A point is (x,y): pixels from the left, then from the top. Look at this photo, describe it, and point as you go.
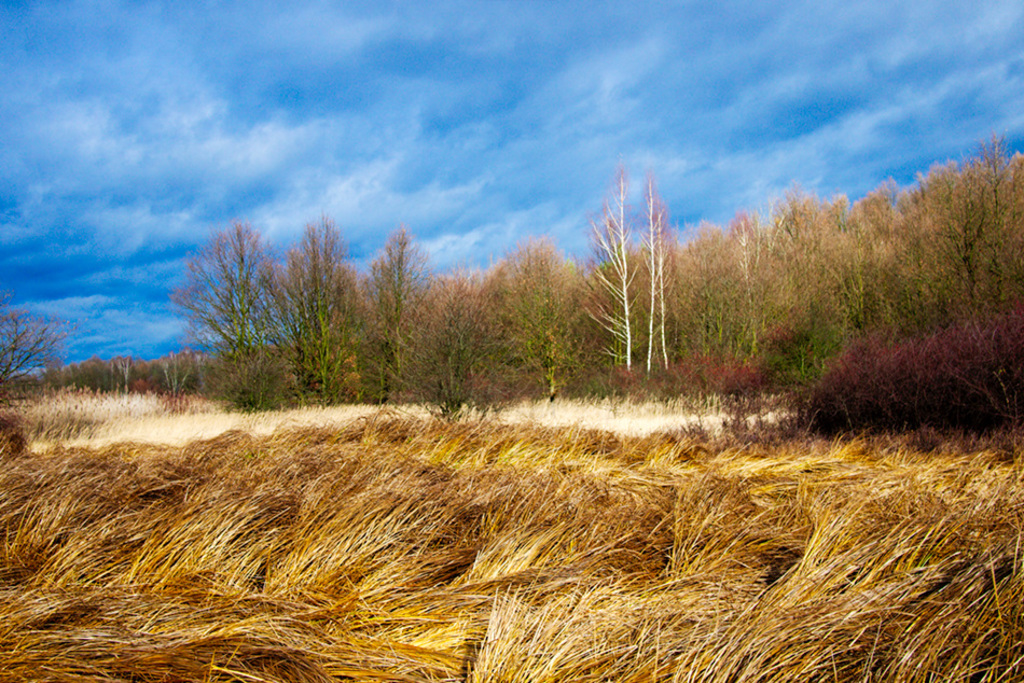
In the center of the image (551,335) there are trees (696,311), plants (484,409), grass (239,573), sky (458,180) and clouds (364,187).
